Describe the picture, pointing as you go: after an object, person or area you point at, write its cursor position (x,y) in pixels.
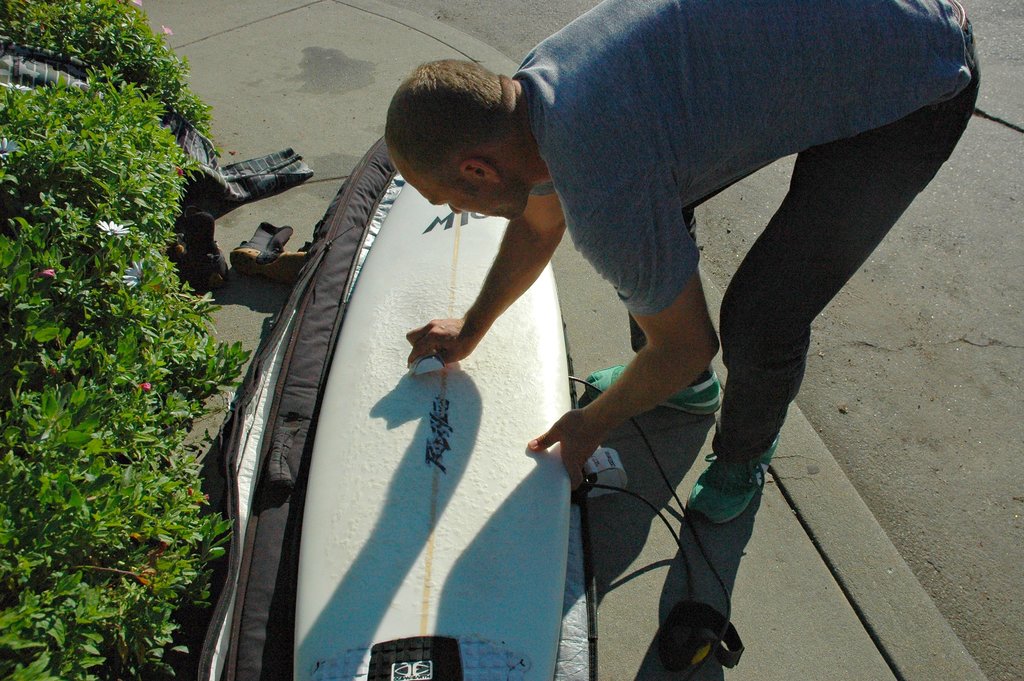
These are flower plants (146,276). We can see a man (927,181) bending and cleaning a surfboard (460,392) which is on the floor (301,126).
